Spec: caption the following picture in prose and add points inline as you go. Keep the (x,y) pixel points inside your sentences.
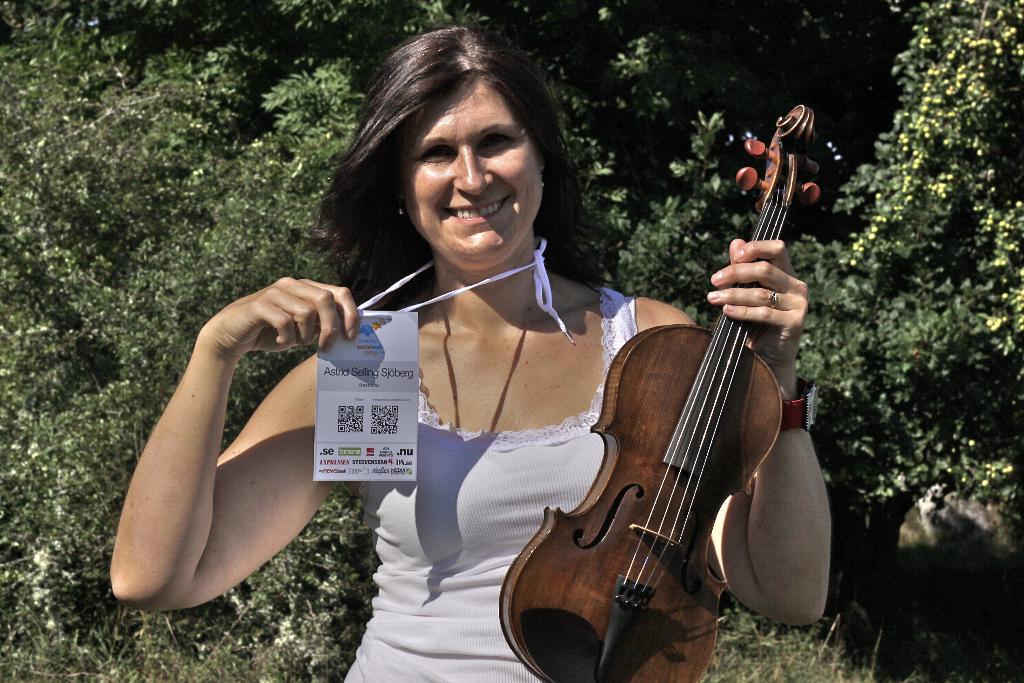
The picture consists of one woman (493,600) is standing in white dress (493,569) and holding a violin (721,419) in one hand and one card (328,453) in another hand (347,317) and behind her there are trees (52,302).
